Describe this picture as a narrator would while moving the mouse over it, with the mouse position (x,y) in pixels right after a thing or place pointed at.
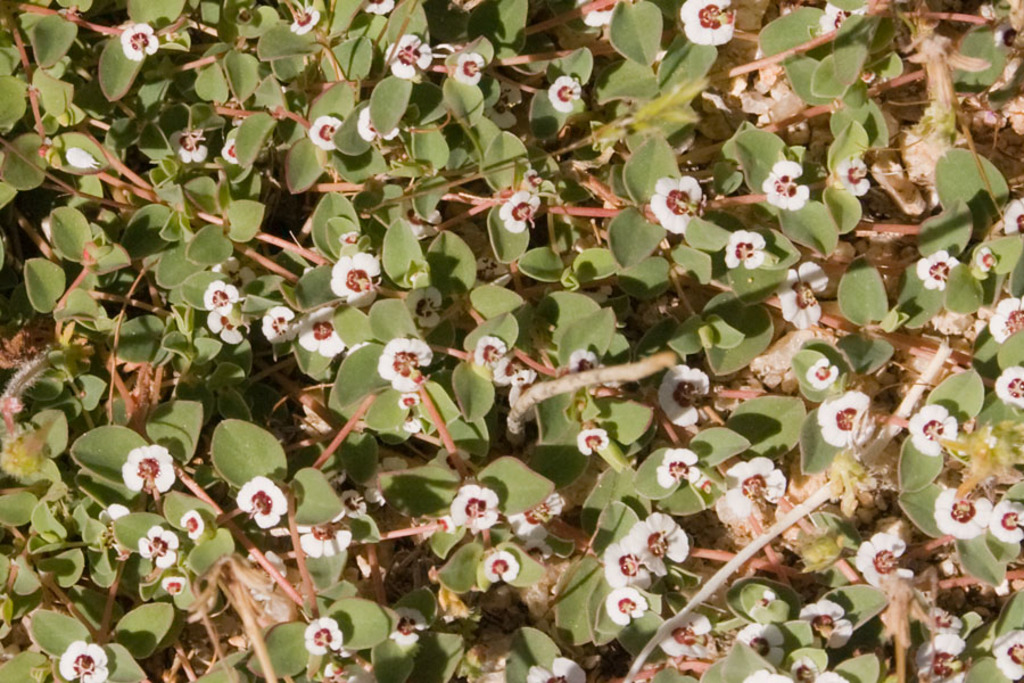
In this image we can see some plants (432,386) with flowers (410,402) on it, which are in white color.
